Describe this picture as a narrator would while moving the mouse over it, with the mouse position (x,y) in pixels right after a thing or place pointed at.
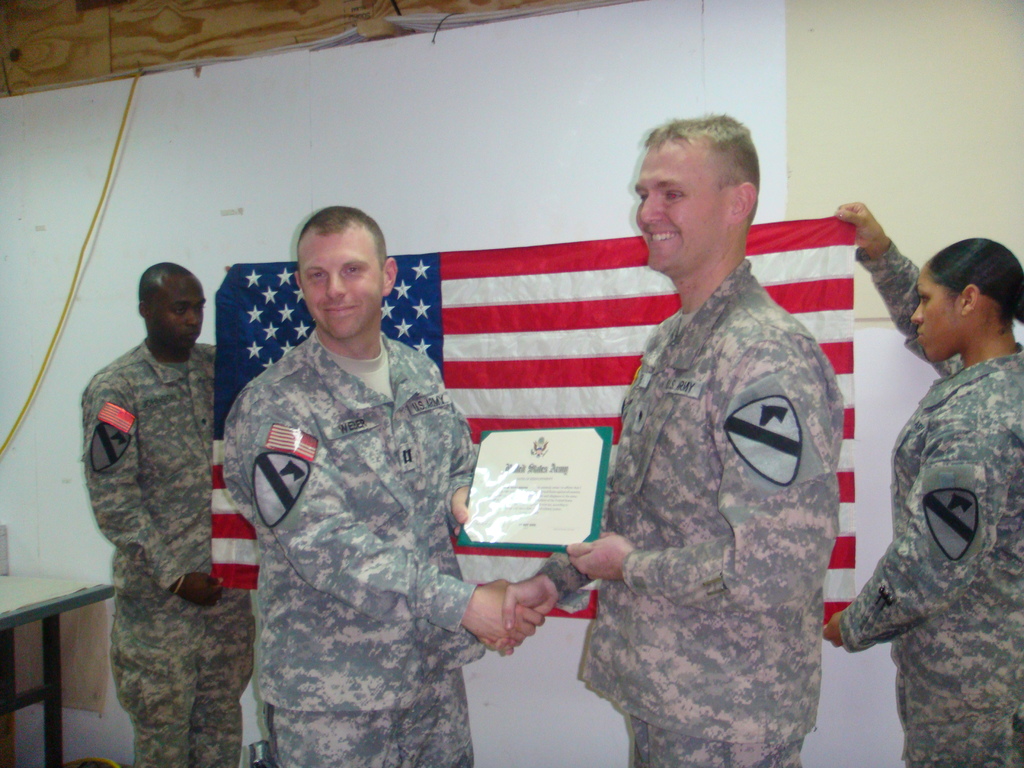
In this image, we can see two persons (701,473) shaking hands (492,631) and holding memorandum (583,522) with their hands (514,591). There are other two persons (136,480) holding a flag (505,329) with their hands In front of the wall (438,205). There is a table (48,597) in the bottom left of the image (50,624).
